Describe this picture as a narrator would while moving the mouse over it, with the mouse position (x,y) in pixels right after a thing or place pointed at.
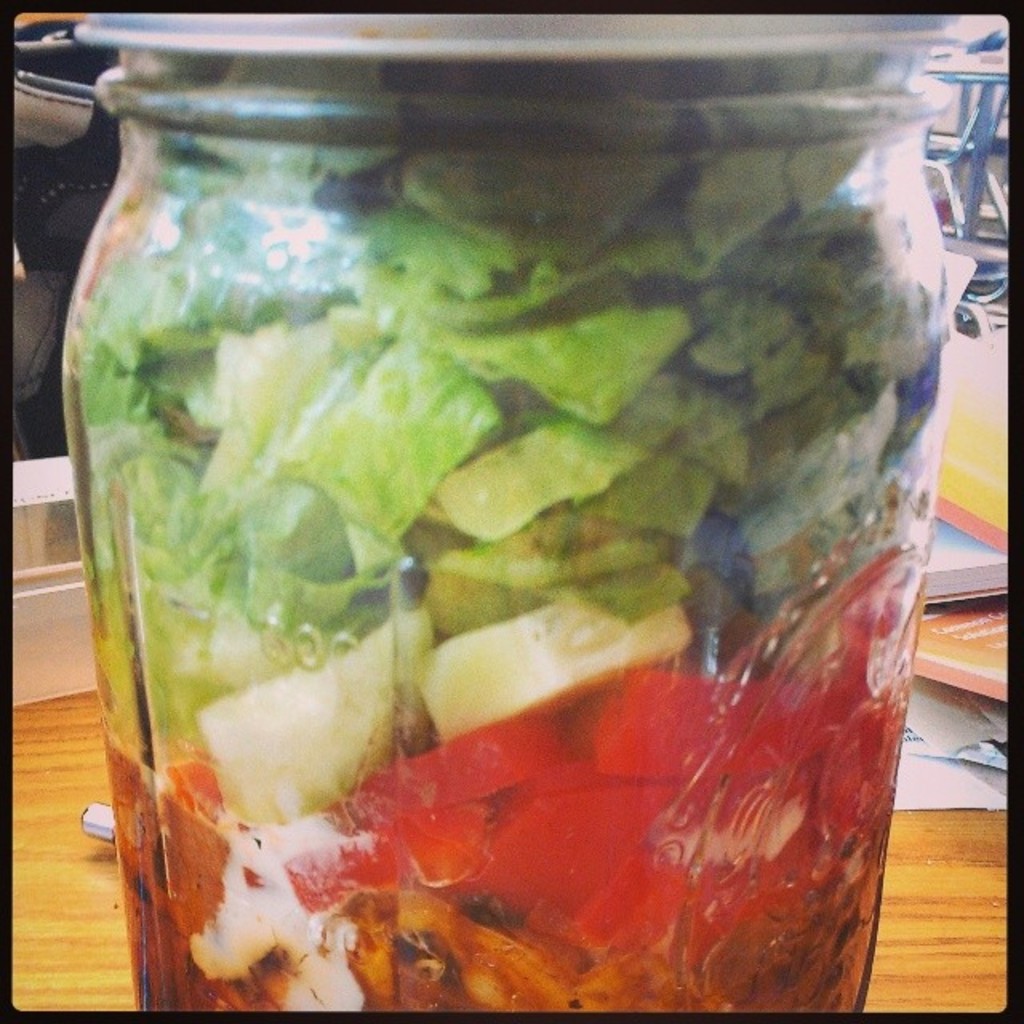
In this image there is a jar (536,132) having few vegetables (569,723) in it. Jar (459,720) is kept on a table (907,854) having few books (948,632) and papers (959,748) on it. Right top there is an object (976,194) on the floor (1005,179).
